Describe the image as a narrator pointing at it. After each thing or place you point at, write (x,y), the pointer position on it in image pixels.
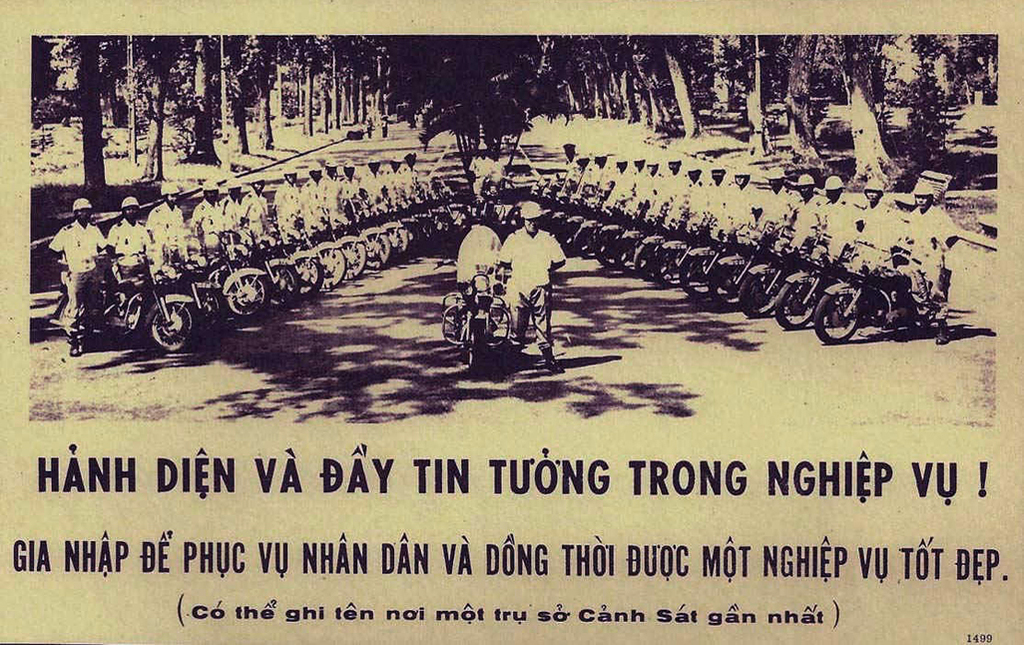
In this picture I can see a paper (151,600) in front (1002,248), on which I see a picture (189,136) on which there are number of bikes (344,217) and people (168,225) near to it and in the background (761,150) I see number of trees (926,126) and on the bottom of this picture (224,472) I see something is written.
